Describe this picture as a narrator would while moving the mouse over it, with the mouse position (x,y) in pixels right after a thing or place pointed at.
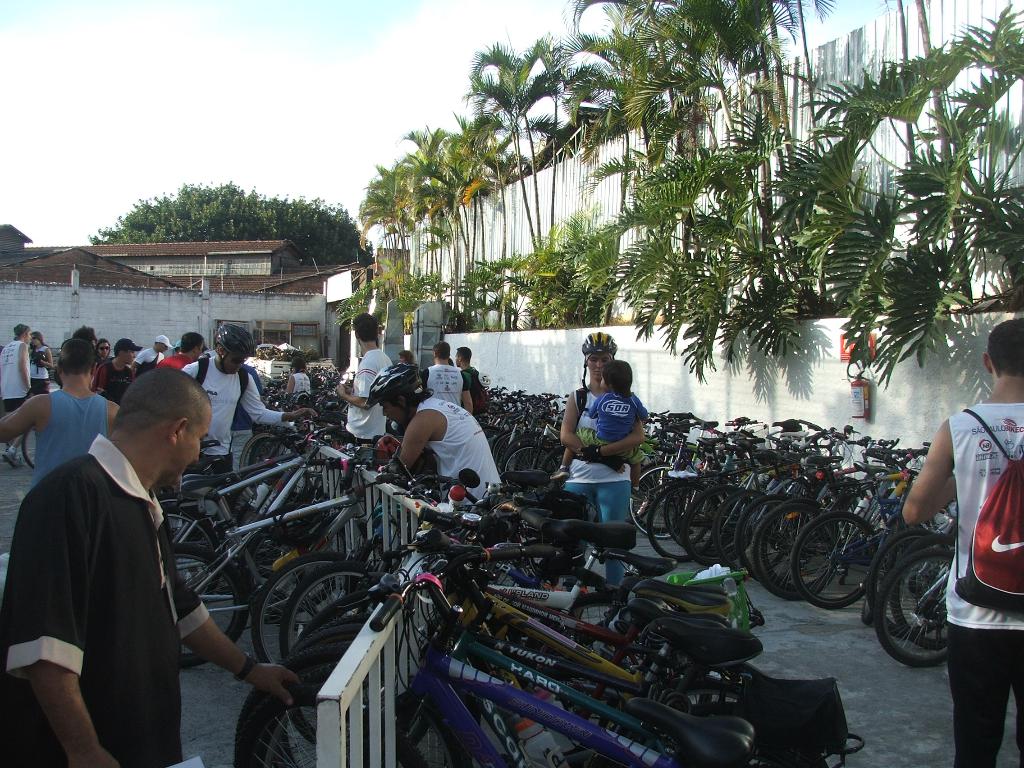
In this picture we can see some persons (597,405). These are the bicycles (428,573). On the background (154,249) there is a building (332,264). These are the trees (482,252). There is a sky (250,76).
